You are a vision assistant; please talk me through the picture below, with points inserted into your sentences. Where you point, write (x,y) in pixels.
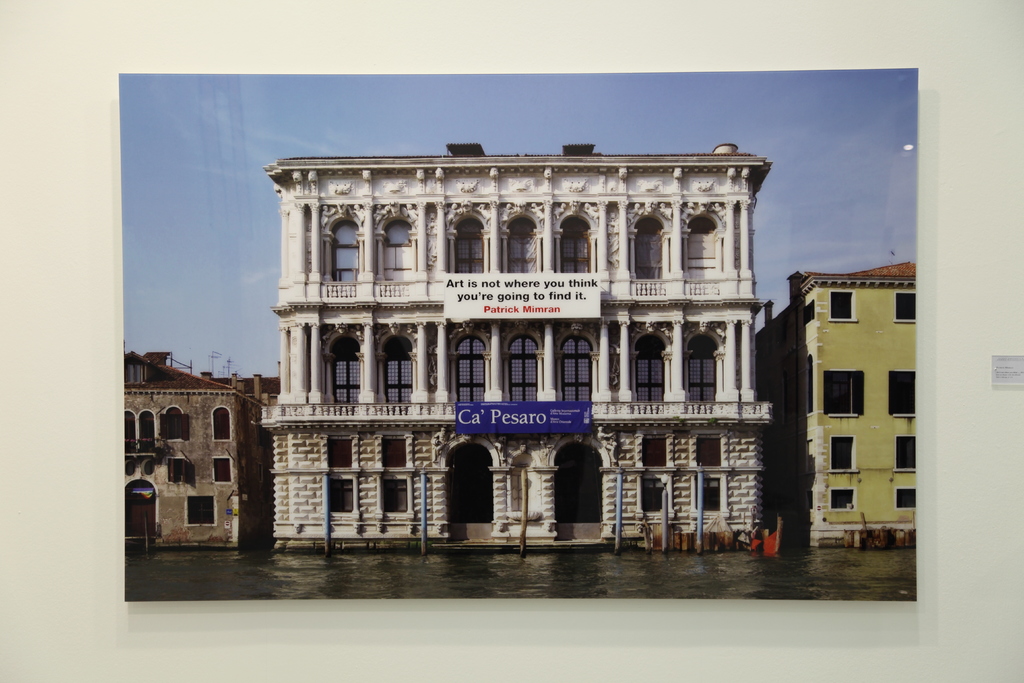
In the given image i can see a heritage building (506,325) with text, stands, buildings (158,503) with windows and in the background (493,140) i can see the sky (357,116).
